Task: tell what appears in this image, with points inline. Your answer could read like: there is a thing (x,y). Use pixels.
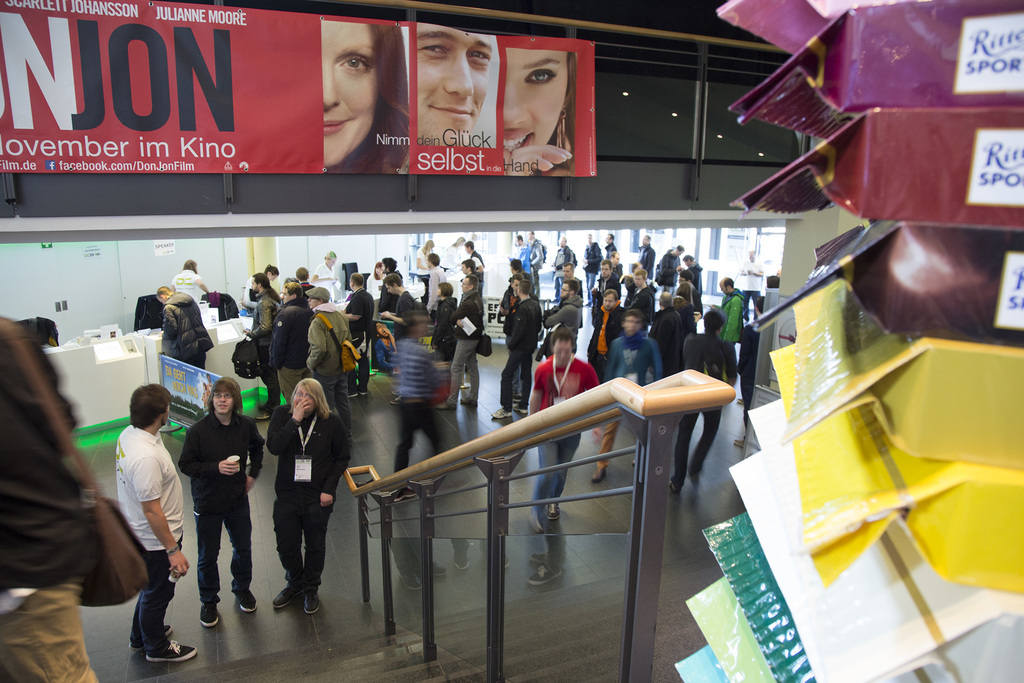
Here we can see group of people (679,428) on the floor (365,427). Here we can see boards (434,163), lights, and glasses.
